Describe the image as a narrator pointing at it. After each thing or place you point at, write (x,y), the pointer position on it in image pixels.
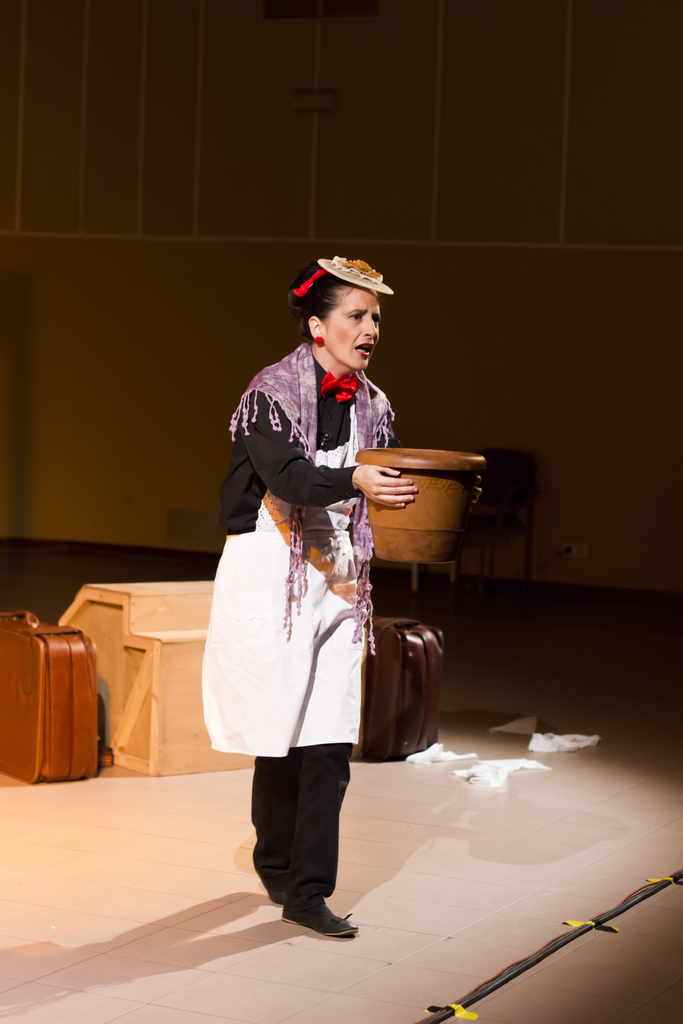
In the image I can see one girl (306,632) is standing and holding the object (403,451). In the background (95,611), I can see different objects (14,693).
